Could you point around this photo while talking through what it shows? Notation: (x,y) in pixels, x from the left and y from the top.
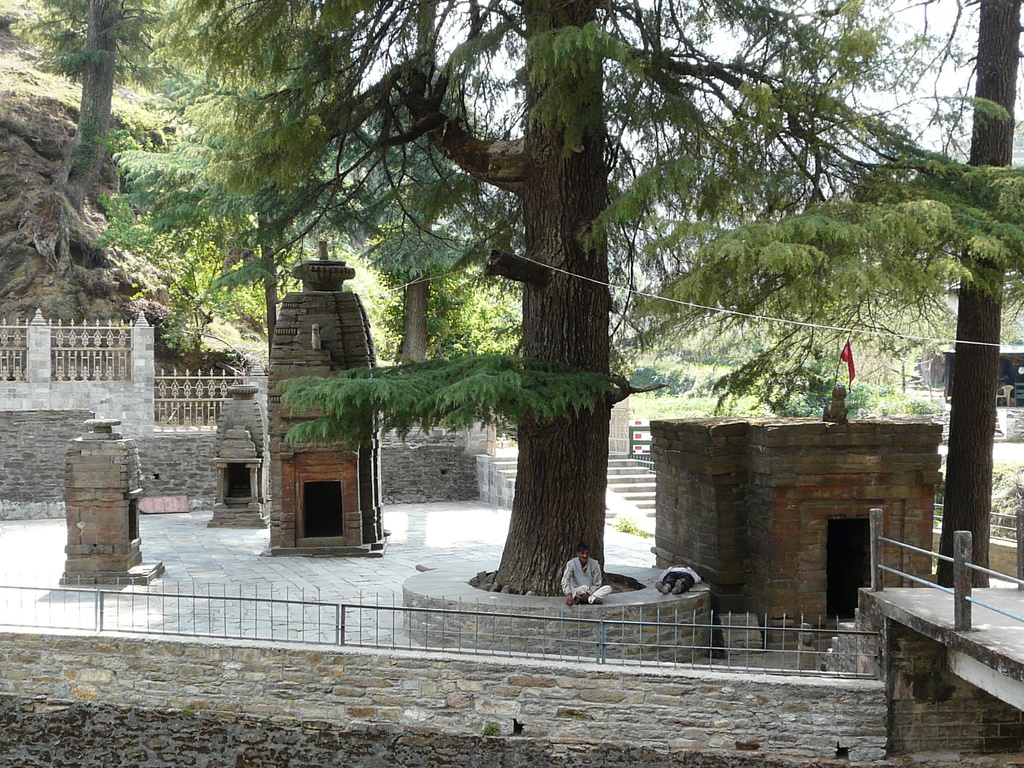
In this image I can see few temples (891,495) which are made with bricks (289,415) and I can also see two persons (565,569). In the background (516,82) I can see few trees (319,97) in green color and the sky (726,34) is in white color.
